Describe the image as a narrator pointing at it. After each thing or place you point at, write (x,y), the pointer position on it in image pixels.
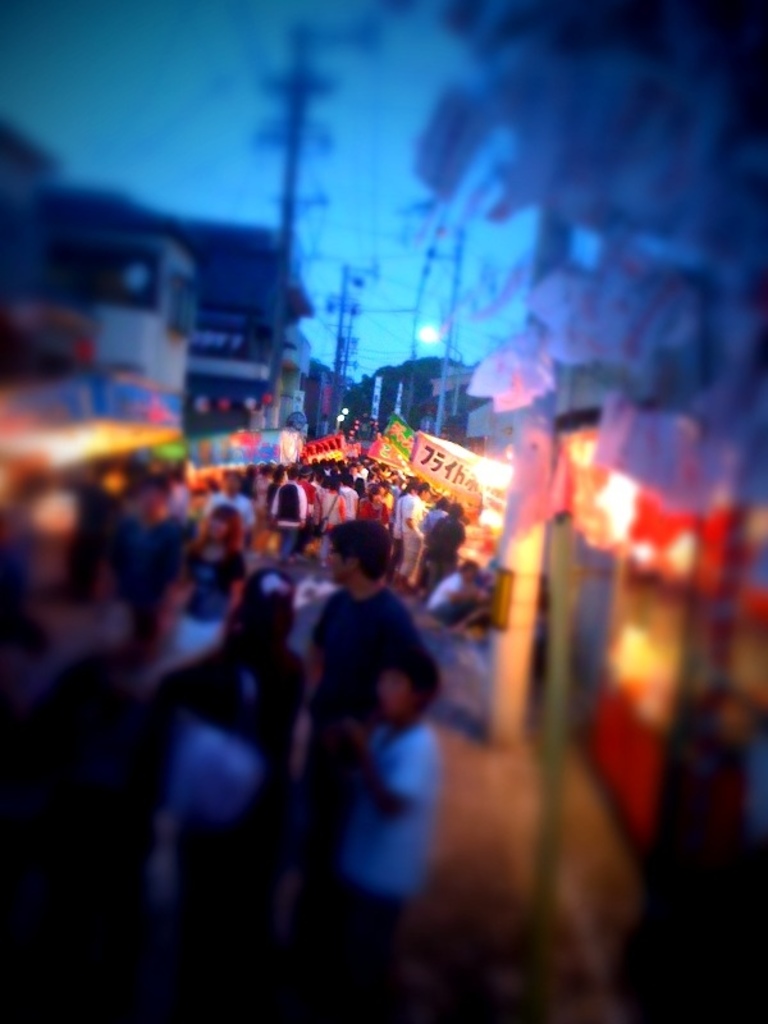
In this image, we can see people (288,500) on the road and in the background (291,454), there are banners (333,451), lights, poles (287,247) along with wires (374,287) and we can see buildings (221,331) and some papers (554,337).
